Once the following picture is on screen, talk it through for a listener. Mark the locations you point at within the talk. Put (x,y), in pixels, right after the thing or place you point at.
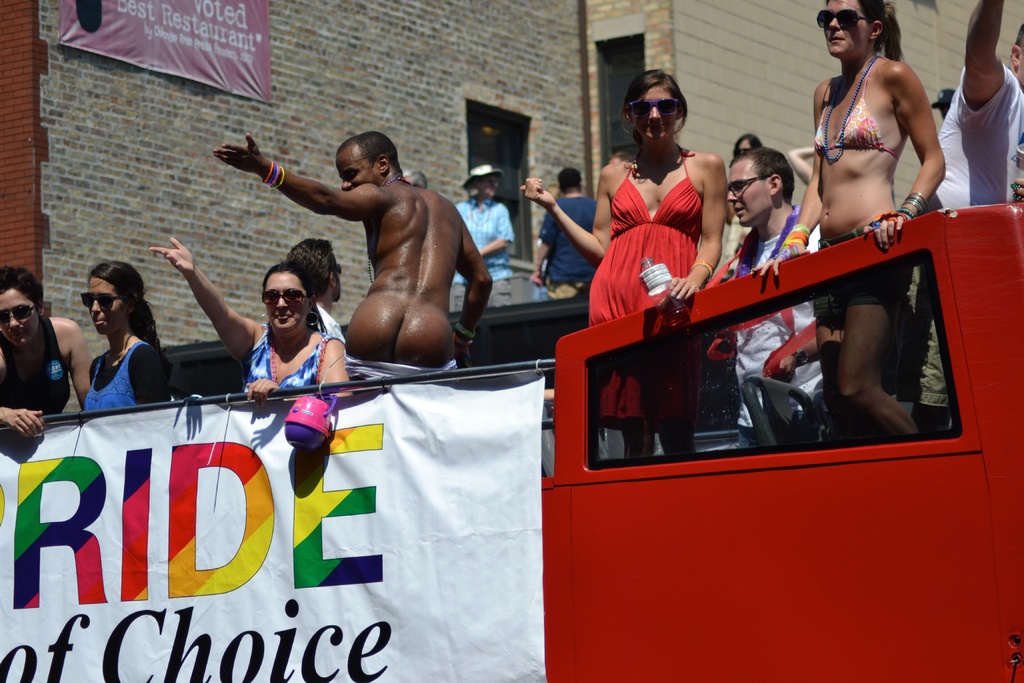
In this image we can see people (825,326), banner (297,665), and a vehicle (926,241). In the background (102,39) we can see walls (323,132), doors (517,139), pole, and a banner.
